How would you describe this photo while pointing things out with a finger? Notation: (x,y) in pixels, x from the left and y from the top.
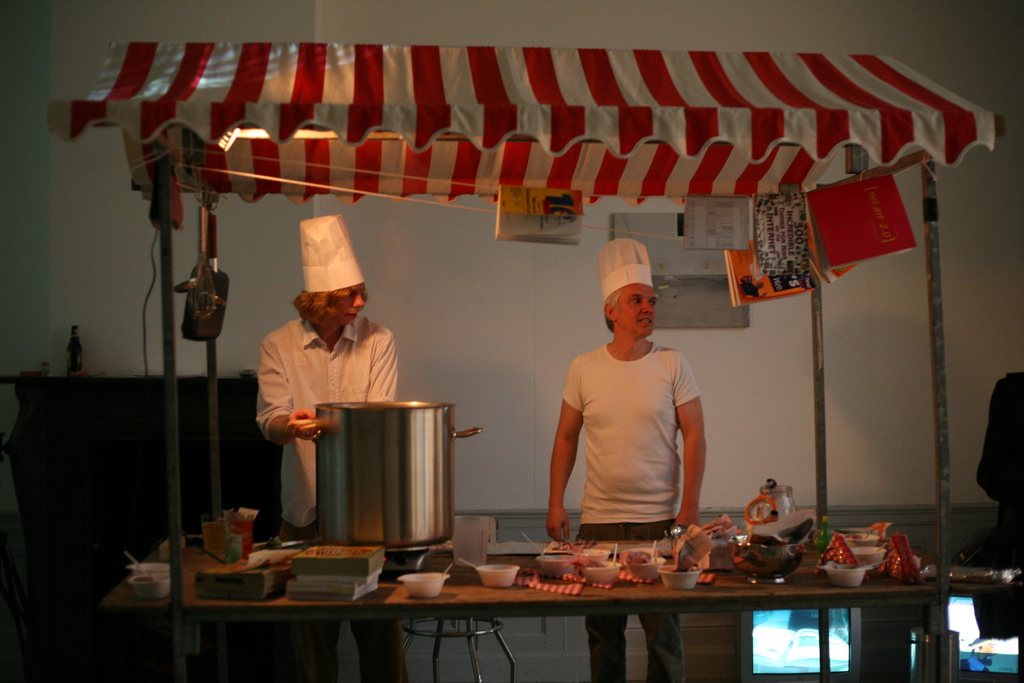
This picture is clicked inside the room (868,379). In the foreground (740,591) we can see a table (652,601) on the top of which a utensil (393,515), bowls (488,581) and many other objects (671,540) are placed and we can see the group of persons (578,438) standing on the ground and we can see the metal rods (167,330), tent (313,124), papers (879,194) hanging on the tent (481,167). In the background (508,352) we can see the wall (455,293) and a cabinet (129,449) and a bottle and some other objects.
